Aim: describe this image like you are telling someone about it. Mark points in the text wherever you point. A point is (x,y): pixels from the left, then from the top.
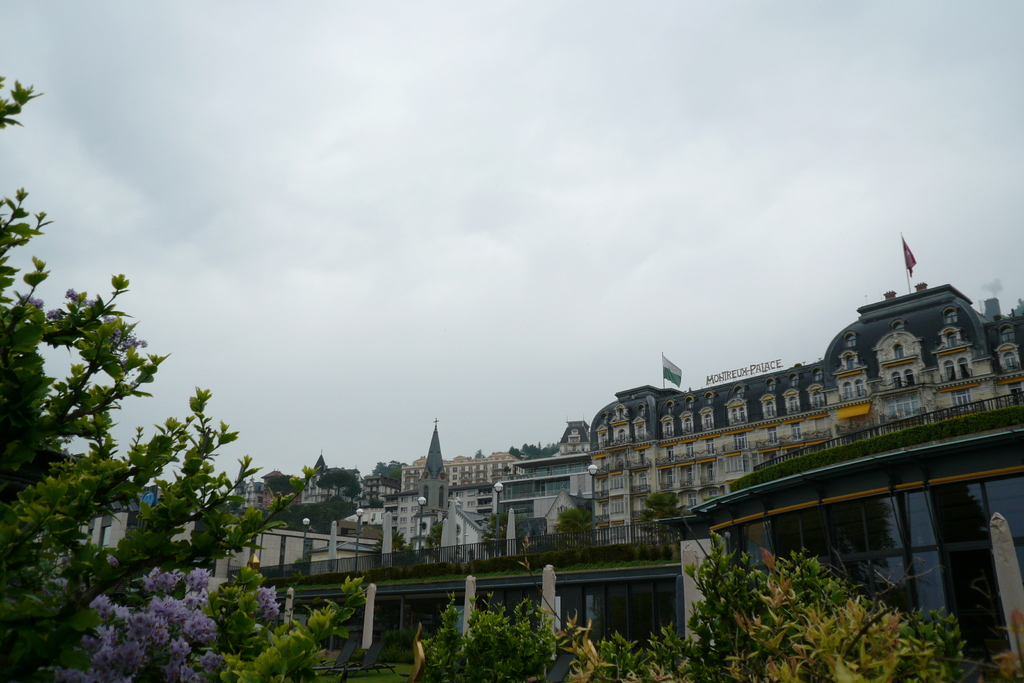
In this picture we can see trees (167,653) and buildings (764,487) and to the buildings (635,398) there are poles (906,281) with flags (908,250). Behind the building (622,406) there is a cloudy sky (616,218).
